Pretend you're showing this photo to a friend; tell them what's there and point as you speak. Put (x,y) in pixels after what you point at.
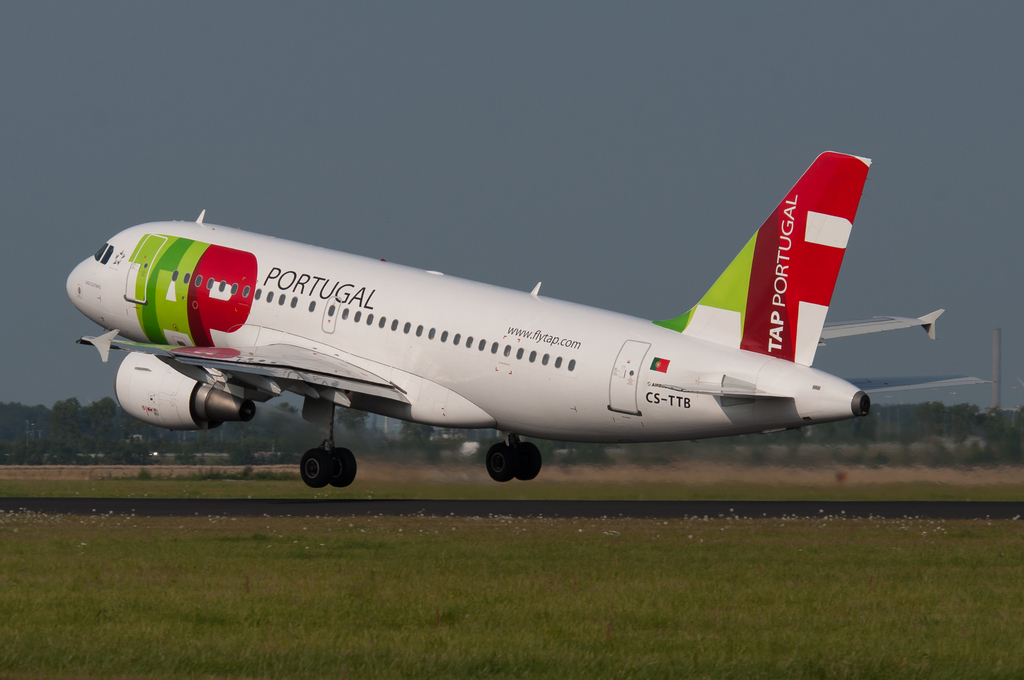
In the center of the image (559,412) we can see an aeroplane (516,406) flying. At the bottom (204,601) there is grass (604,618) and we can see a runway (512,515). In the background (178,446) there are trees (870,412) and sky (676,280).
